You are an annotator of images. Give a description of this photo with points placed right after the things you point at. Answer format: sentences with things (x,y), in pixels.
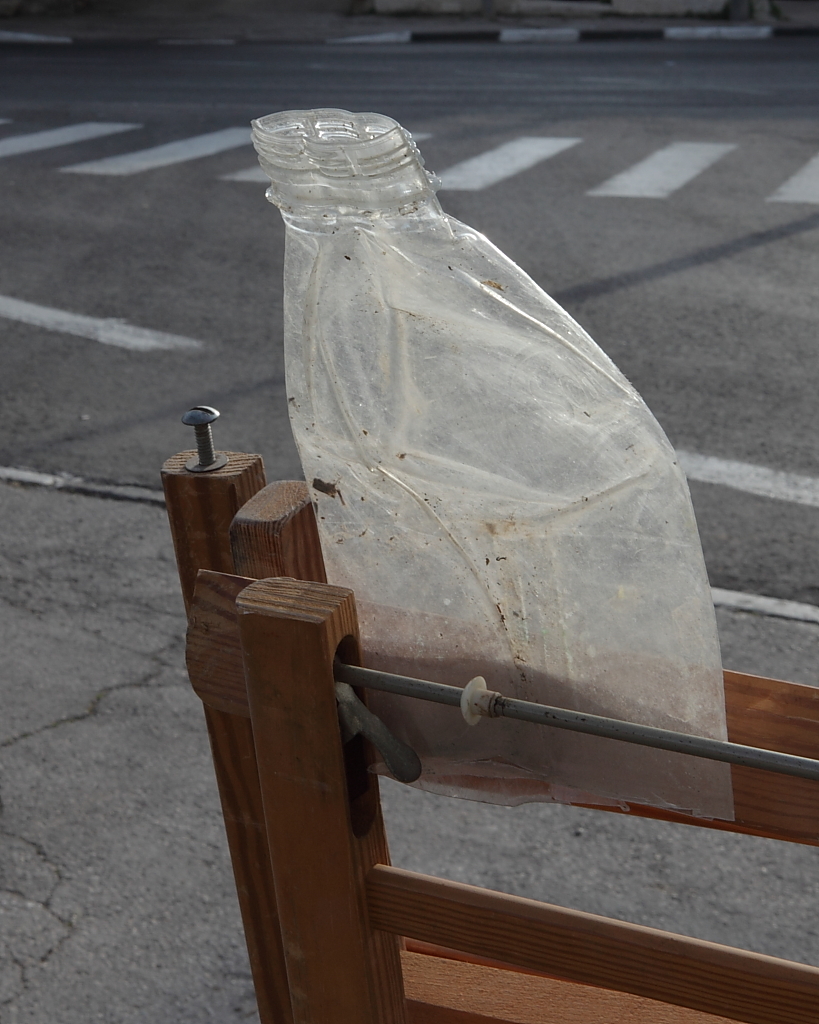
In this picture, we can see crushed plastic bottle (449,566) on wooden object (313,614), we can see the road (208,313).
